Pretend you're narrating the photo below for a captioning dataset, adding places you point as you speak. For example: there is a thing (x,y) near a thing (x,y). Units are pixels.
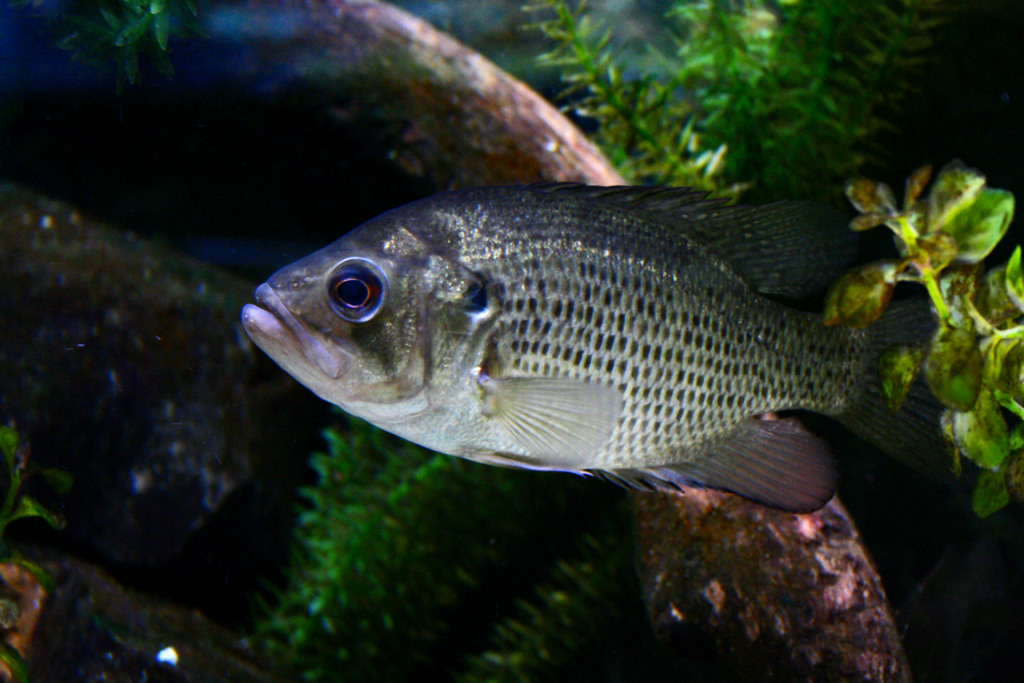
In this image I can see a fish (559,286) in the water (371,483) facing towards the left side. In the background (641,112) there are few plants (387,652).
